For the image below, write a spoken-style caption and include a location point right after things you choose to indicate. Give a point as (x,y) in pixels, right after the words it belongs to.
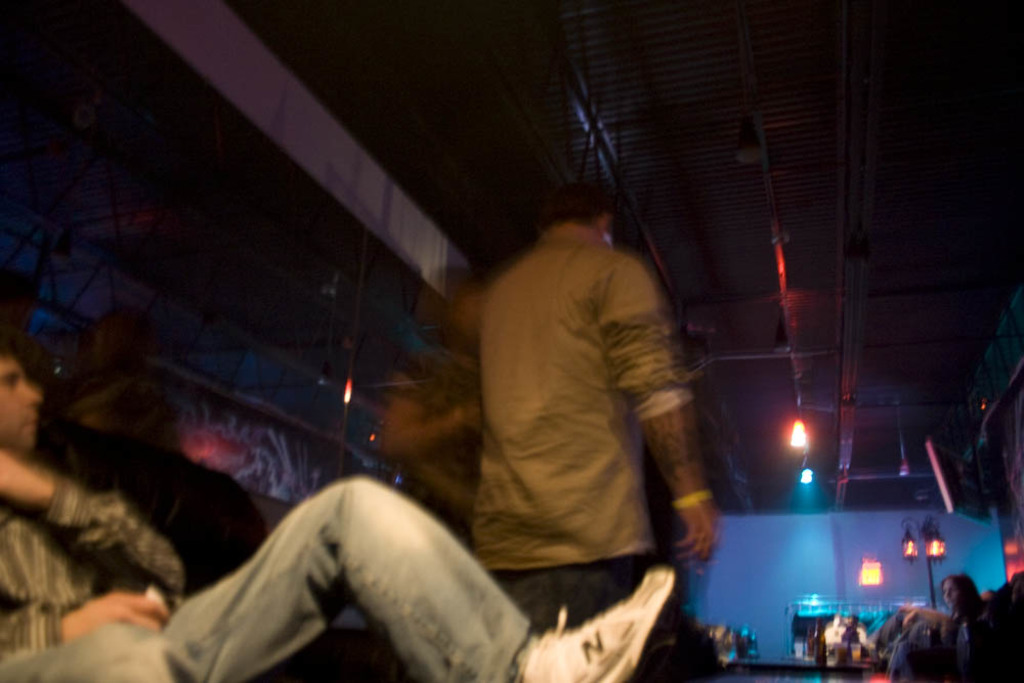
There is a man (103,530) who is sitting on the left side of the image (132,512) and there are men (610,394) in the center (459,302), there are other people (862,627) and lights (904,551) in the background area (862,580), there is a roof (620,143) at the top side (570,145).
